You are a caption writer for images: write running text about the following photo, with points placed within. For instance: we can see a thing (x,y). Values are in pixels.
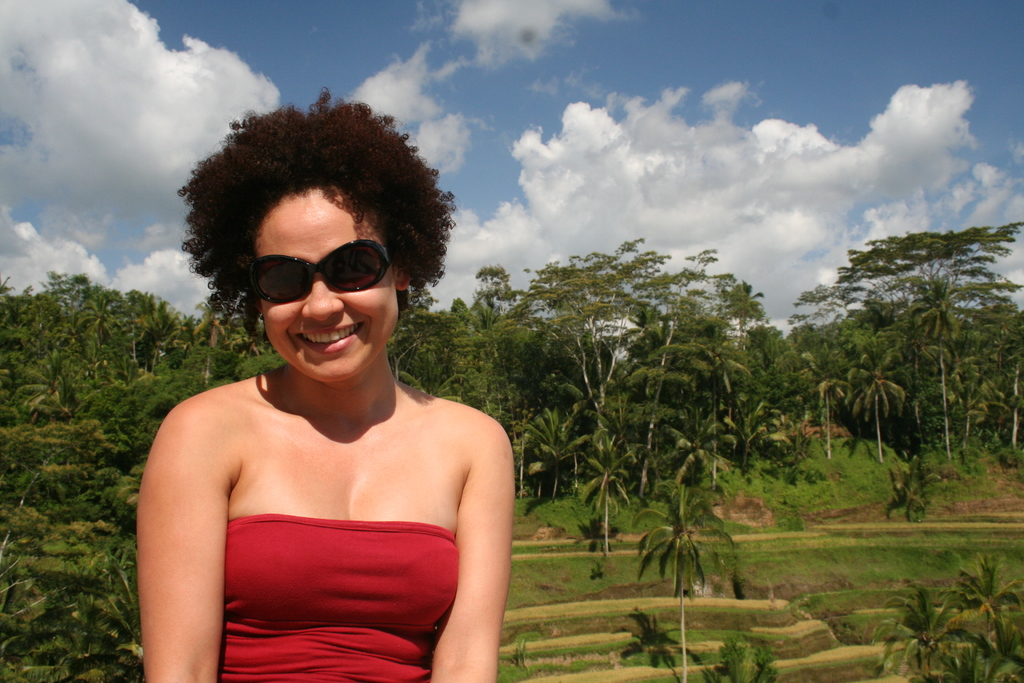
In this picture I can see a woman (311,551) wore sunglasses (367,247) and I can see smile on her face (333,368) and few trees (637,413) and a blue cloudy sky (578,133).
